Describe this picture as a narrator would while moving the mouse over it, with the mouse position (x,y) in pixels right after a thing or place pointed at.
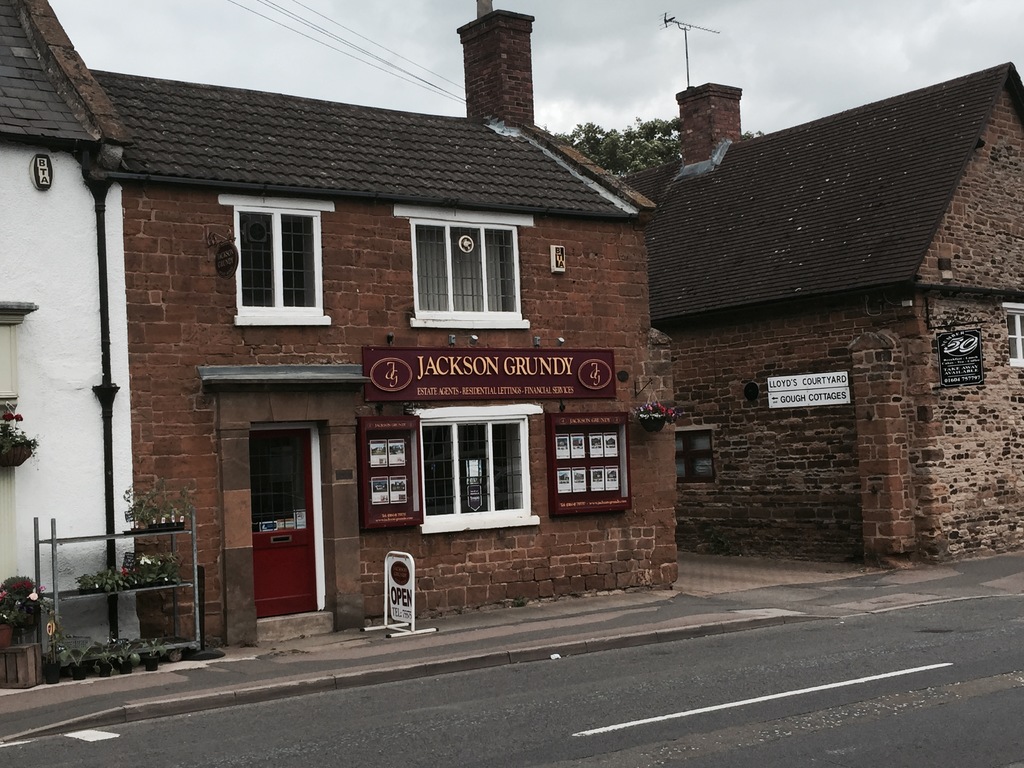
In the foreground of this image (676,692), there is a road (674,712) on the bottom (557,721). In the middle (417,324), there are two houses (485,314), posters (377,445) on the wall (490,578), a name board (396,586) on the side path (423,617), few plants (157,639) in the rack (91,637) and hanging to the wall (669,430). In the background (654,139), there is a tree (629,138), few cables (387,63) and the cloud (251,78).
